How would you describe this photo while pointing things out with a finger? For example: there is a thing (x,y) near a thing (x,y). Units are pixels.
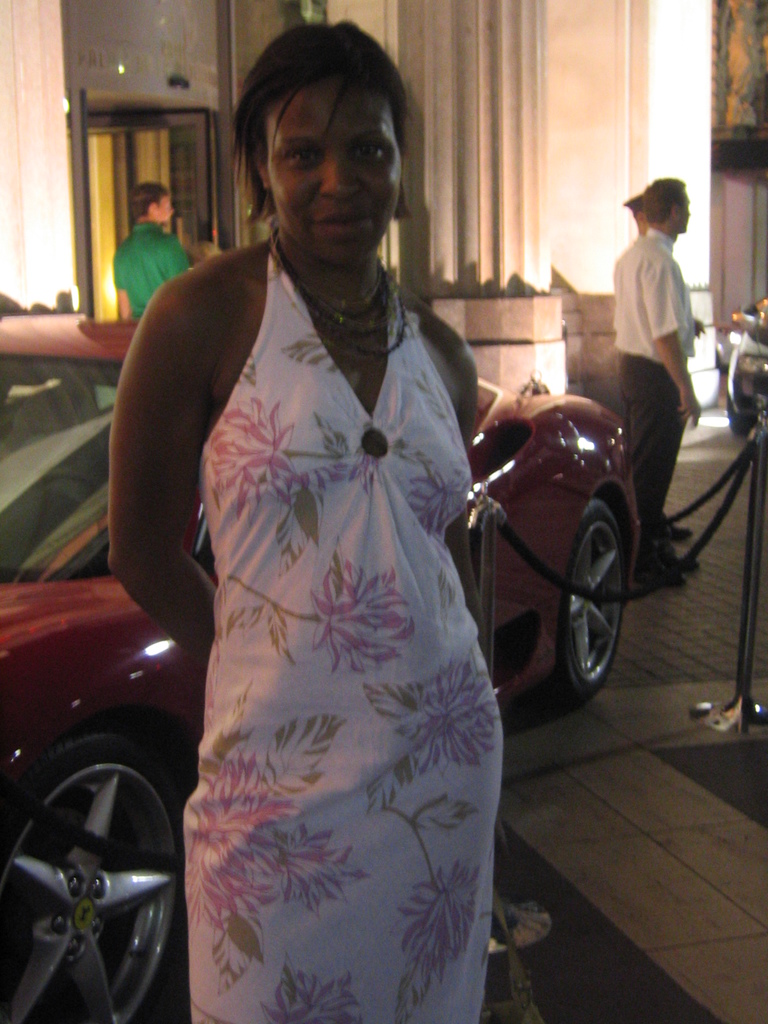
In the picture we can see a woman (314,853) wearing a white dress (280,968) and behind her we can see a car (22,699) which is red in color and in front of the car (13,705) we can see some people (668,462) standing and in the background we can see a building (720,291) with pillar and door (96,132).
